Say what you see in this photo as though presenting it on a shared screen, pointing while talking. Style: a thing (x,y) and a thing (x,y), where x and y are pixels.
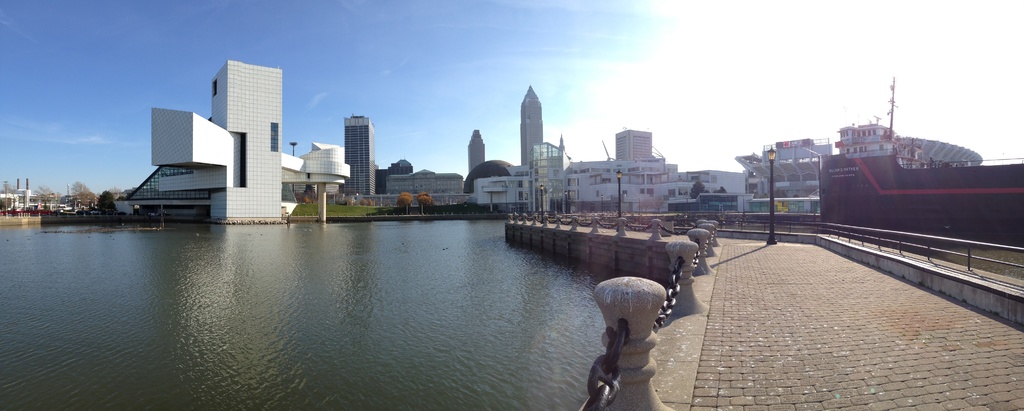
In this image we can see buildings (458,174), trees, ground (345,213), poles (772,168), street lights (774,210), walking path (750,330), concrete grill (618,313), chain (622,333), lake (515,272) and sky (702,85) with clouds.
